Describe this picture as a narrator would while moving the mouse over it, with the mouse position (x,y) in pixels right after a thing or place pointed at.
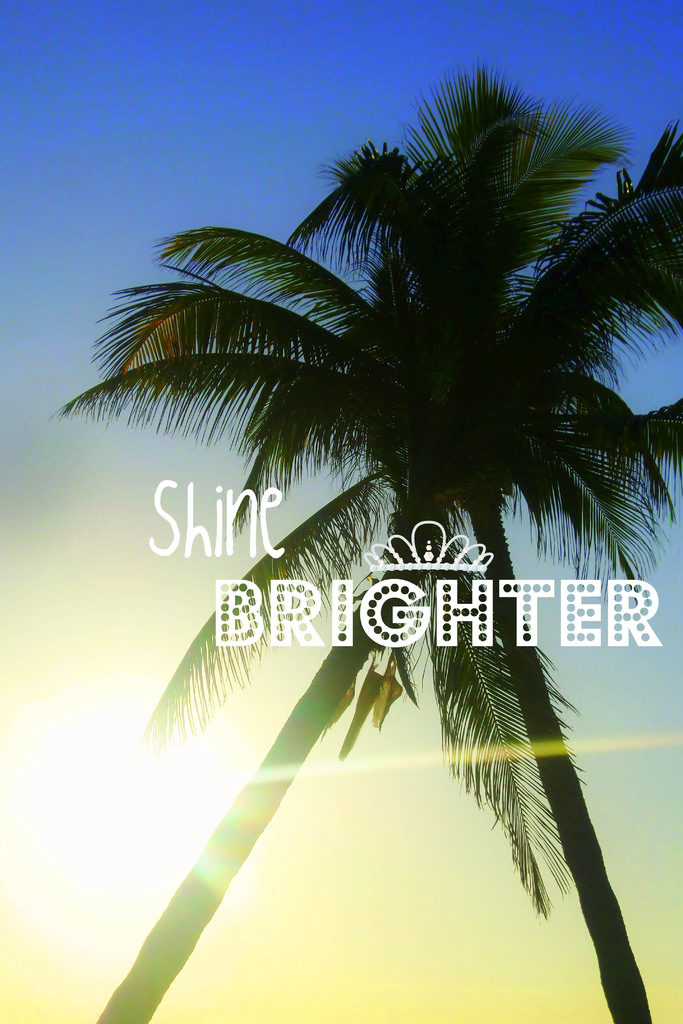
In this we can see two coconut trees (450,707). In the background (155,258) there is sky (148,544). Also something is written on the image.
